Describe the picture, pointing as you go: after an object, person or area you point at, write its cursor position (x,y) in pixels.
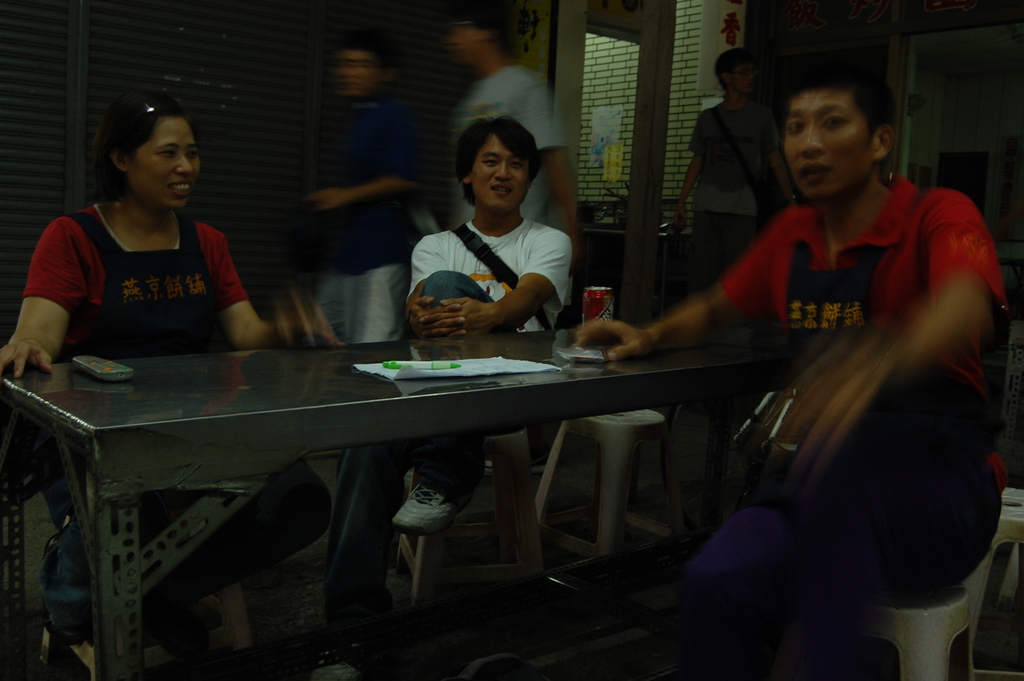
In this image we have a man (825,97), another man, another woman (258,531) sitting in the chair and in the table (591,415) we have paper (508,362), pen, tin (607,306) and at the back ground (547,113) we have some group of people (497,31) standing and a door (591,194).
